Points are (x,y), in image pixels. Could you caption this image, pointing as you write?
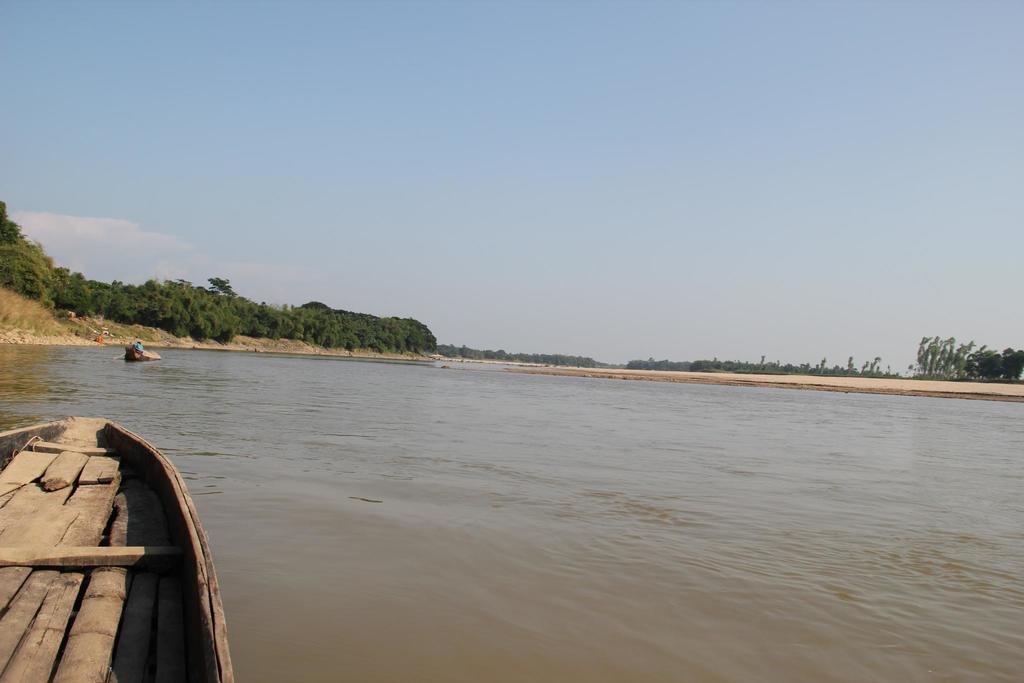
This image is taken outdoors. At the top of the image (196,154) there is a sky (180,206) with clouds (176,243). At the bottom of the image (561,574) there is a river (355,410) with water (129,373) and there is a boat (102,606). In the background (381,344) there are many trees (105,303) and plants (871,372) on the ground (919,391).
